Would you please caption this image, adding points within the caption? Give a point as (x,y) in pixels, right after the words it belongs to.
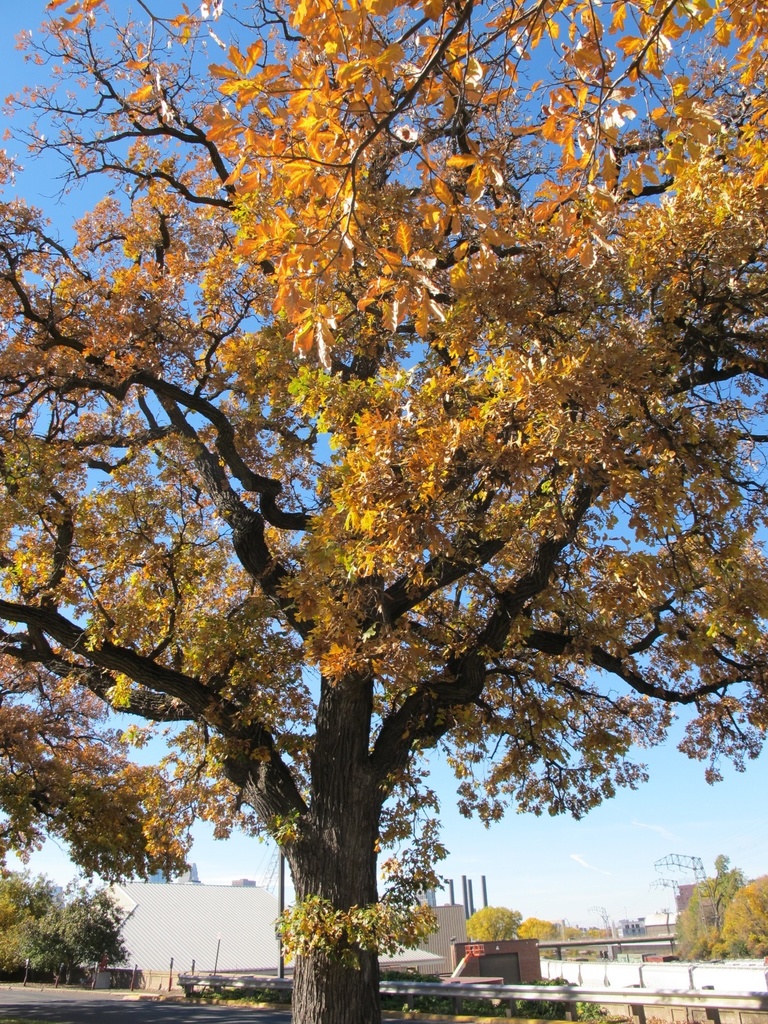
In this image we can see the trees (343,749). And we can see the shelter (205,946). And we can see the fencing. And we can see the poles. And in the bottom right hand corner (656,986) we can see some object (479,948). And we can see the house (468,971). And we can see the tower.
